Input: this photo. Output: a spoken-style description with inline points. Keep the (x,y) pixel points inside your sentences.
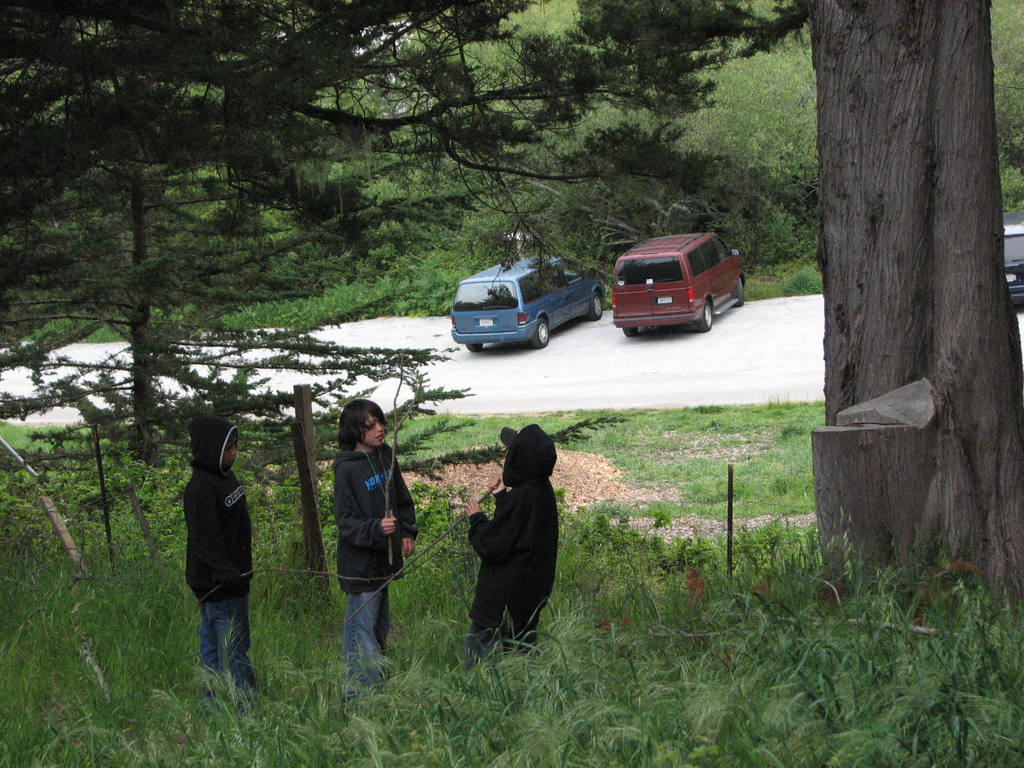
In this picture there are three kids (349,517) wearing black dress (360,531) is standing on a greenery ground (400,606) and there are few vehicles (644,264) and trees (575,140) in the background (464,120).
